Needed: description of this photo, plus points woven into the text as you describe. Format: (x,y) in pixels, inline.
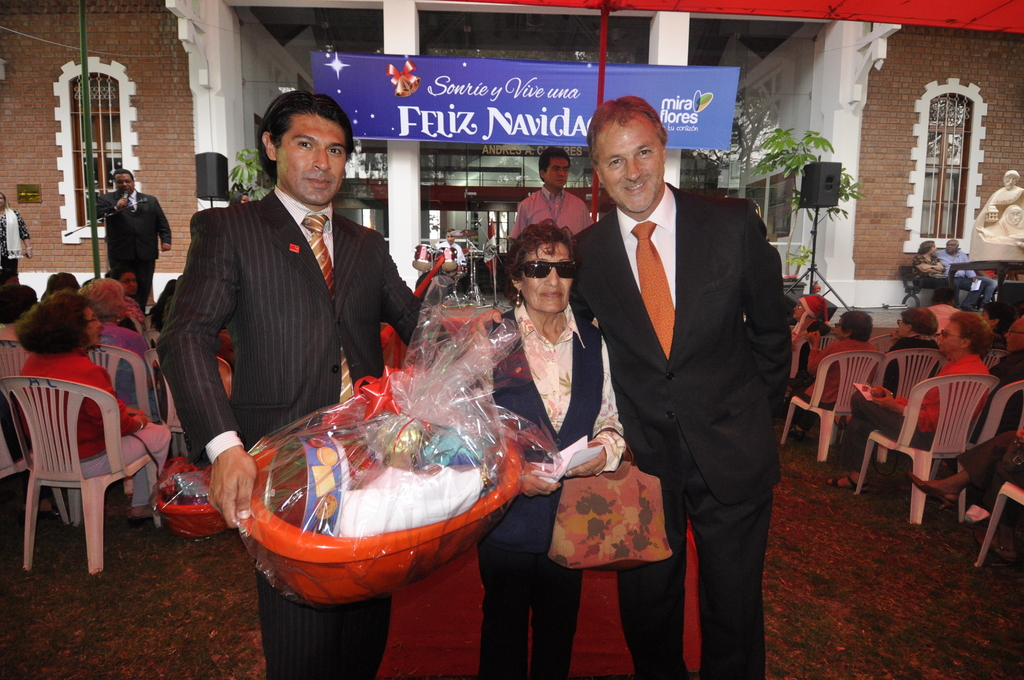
As we can see in the image, there are few people (327,344) sitting and standing. Among them three of them (332,326) are standing in the front (449,343). The man (304,340) on the left side (301,297) is holding a red color tub (372,545) and the women (513,407) in the middle (543,325) is holding handbag (595,479) and the man (645,293) on the right side (715,307) is laughing. Behind these three persons (686,284) there is a blue color banner (508,109). Behind the banner (548,71) there is a building (396,47). For the building (291,47) there are two windows (952,179) one on the right (931,143) and other on the left (105,161) and the man (125,171) who is standing in front of this building (123,158) is talking on mike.
